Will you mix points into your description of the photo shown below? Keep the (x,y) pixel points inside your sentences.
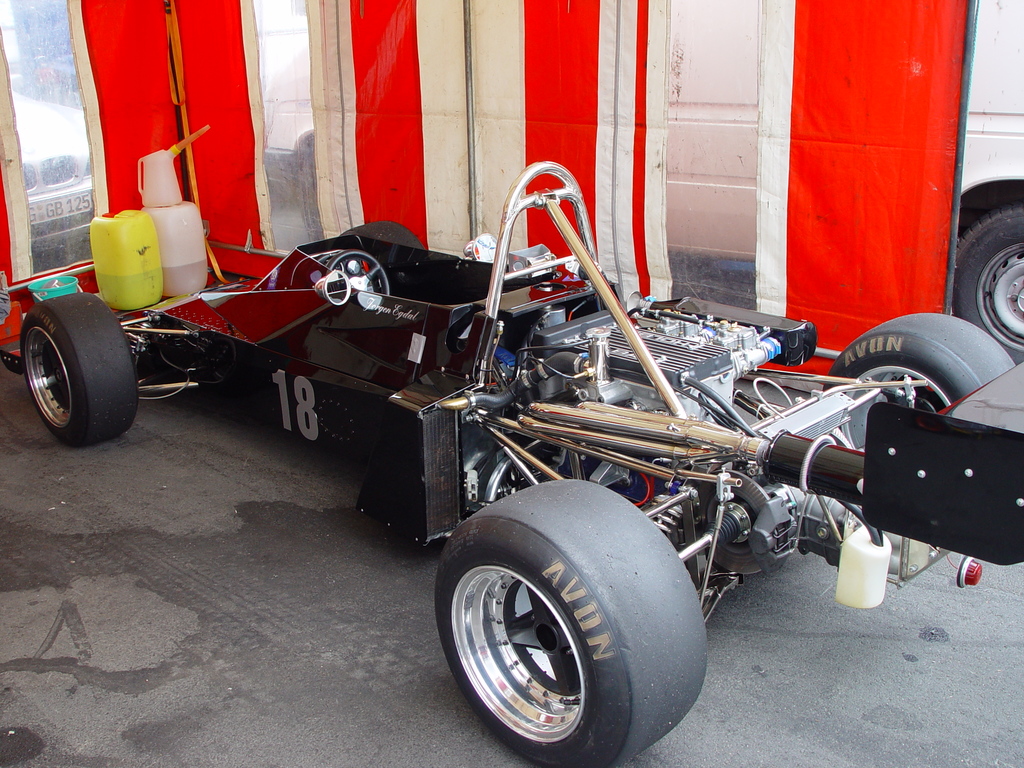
In this picture there is a vehicle (582,459) in the foreground (839,400) and there is text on the wheels (499,577) and there are objects (105,256) and there is a bucket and there is a sheet (290,84). Behind the sheet (279,79) there are vehicles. At the bottom (185,680) there is a road (269,679).
